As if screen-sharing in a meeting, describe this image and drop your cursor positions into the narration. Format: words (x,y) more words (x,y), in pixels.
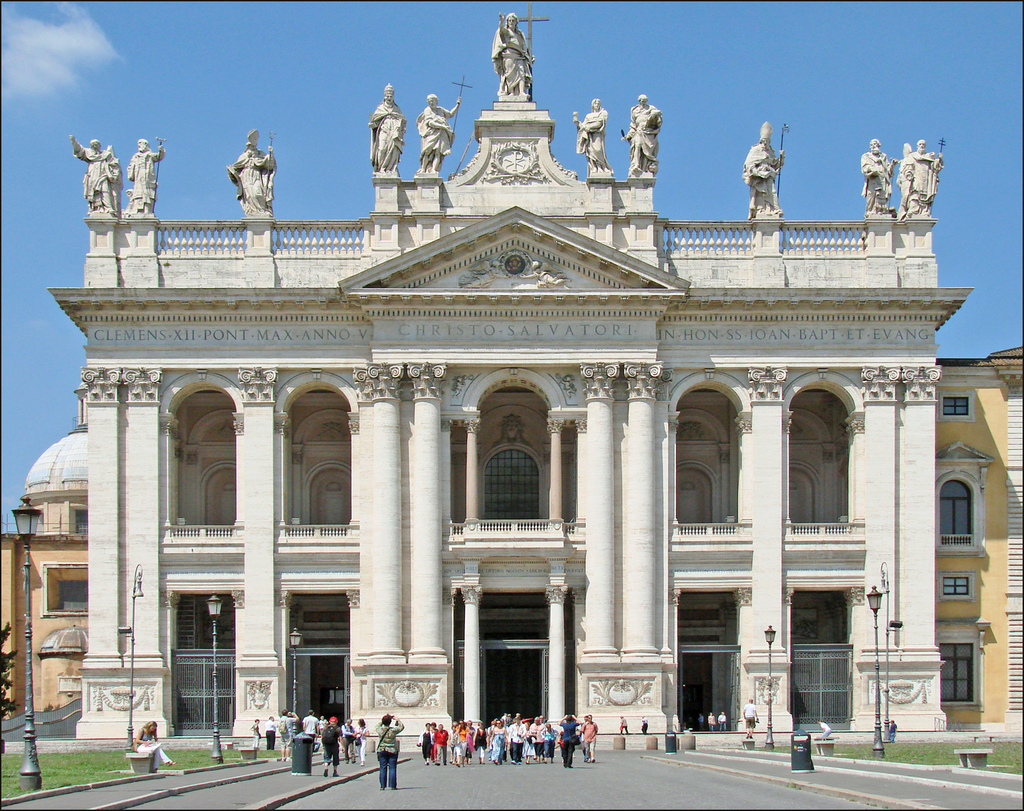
In this image we can see the building (523,124). Here we can see the statues (634,146) on the top of the building (115,215). Here we can see the dome construction (74,481) on the left side (78,462). Here we can see a group of people (436,743) walking on the road (431,774). Here we can see the decorative light poles (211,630) on the left side (296,639) and the right side as well. This is a sky (373,73) with clouds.
